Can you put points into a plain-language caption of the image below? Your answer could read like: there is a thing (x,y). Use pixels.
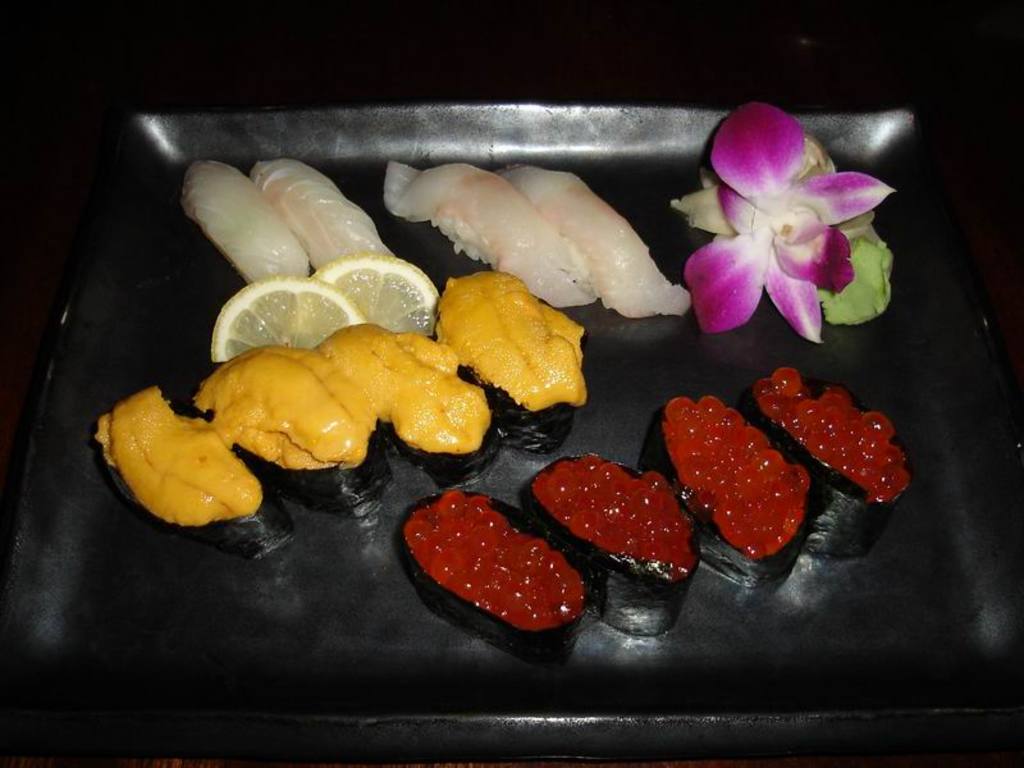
In this image, we can see some food items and a flower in a black color object (781,631).
